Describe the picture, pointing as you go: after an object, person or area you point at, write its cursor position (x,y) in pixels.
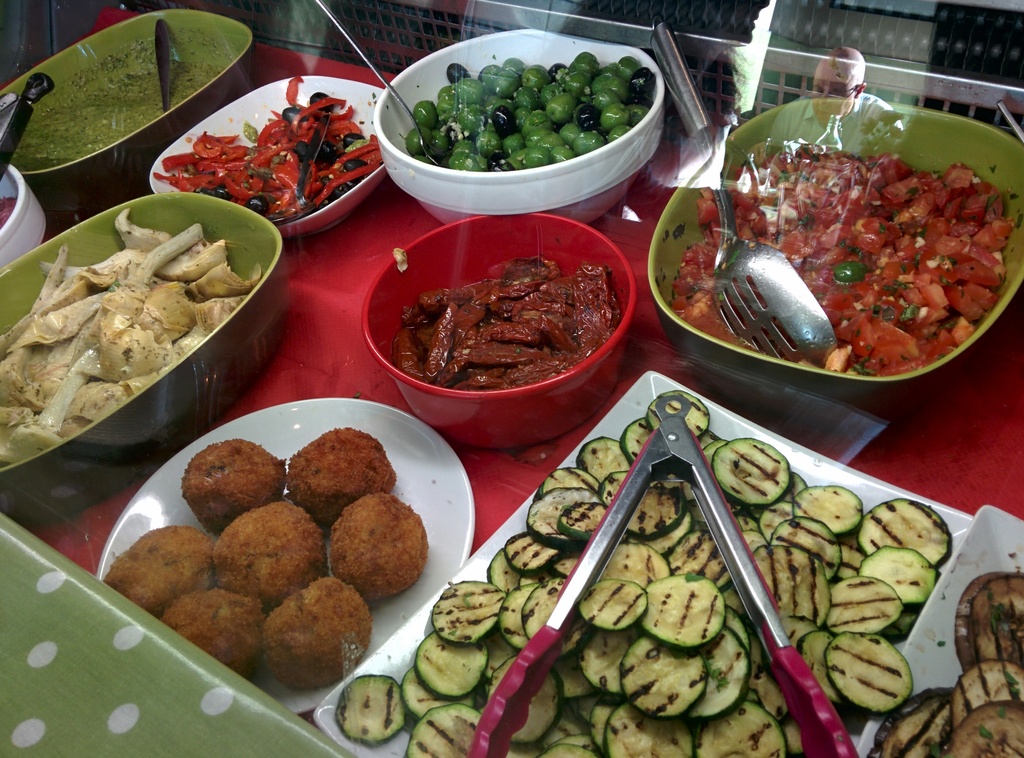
There is a red surface (290,385). On that there are bowls (221,237) and plates (447,489). On the bowls (258,354) and plates (652,395) there are food items (412,342). Also there are spoons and tongs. And there is a glass wall (654,171). On that we can see a reflection (835,107) of a person (830,112).
